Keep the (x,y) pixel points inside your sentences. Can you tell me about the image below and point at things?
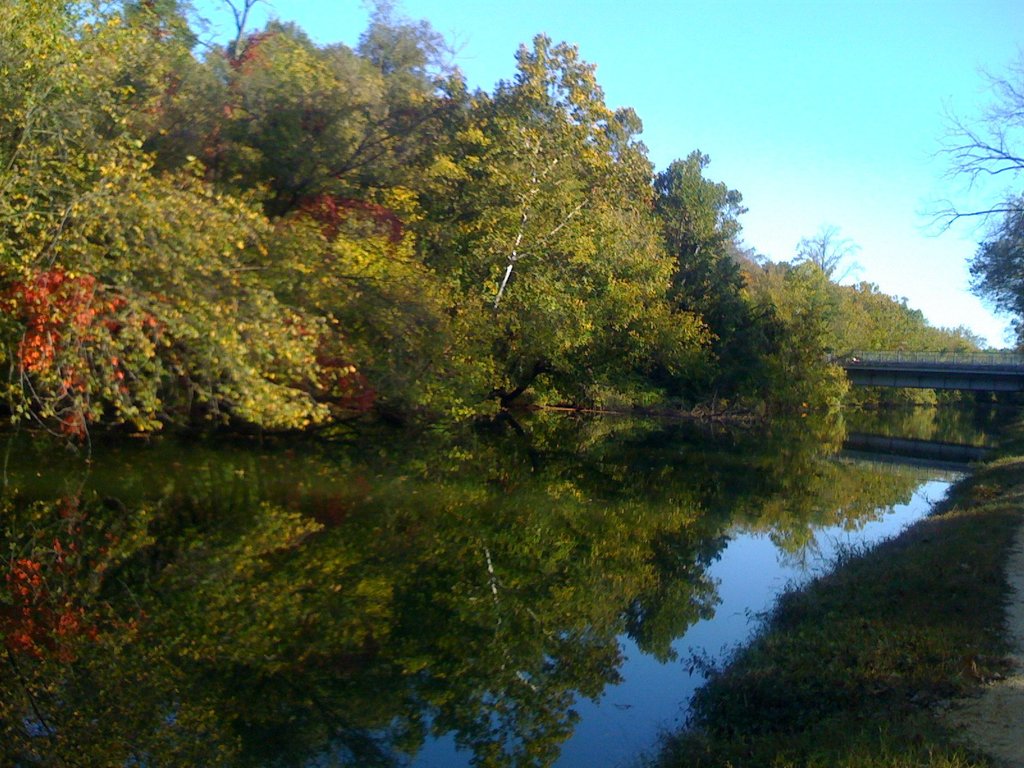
In this picture we can see water (602,626) at the bottom (610,652), in the background (629,294) there are some trees (620,304), we can see the sky (719,66) at the top of the picture (729,51).
